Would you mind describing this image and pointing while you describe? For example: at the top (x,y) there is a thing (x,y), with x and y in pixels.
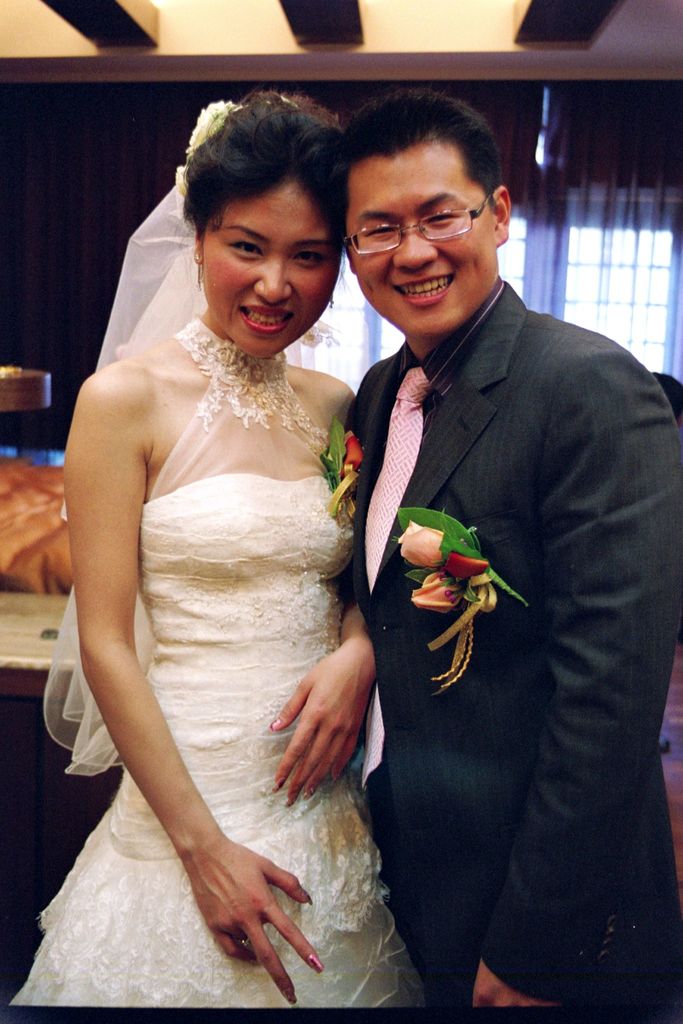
In this picture I can see there is a woman (347,513) and a man (508,805) standing, they are smiling. The man (508,805) is wearing a blazer (610,697), he has spectacles (353,237) and the woman (249,361) is wearing a white gown (241,568) and in the backdrop (42,564), I can see there are objects (40,587) and there is a window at the right side (611,155) with a curtain (559,148).
